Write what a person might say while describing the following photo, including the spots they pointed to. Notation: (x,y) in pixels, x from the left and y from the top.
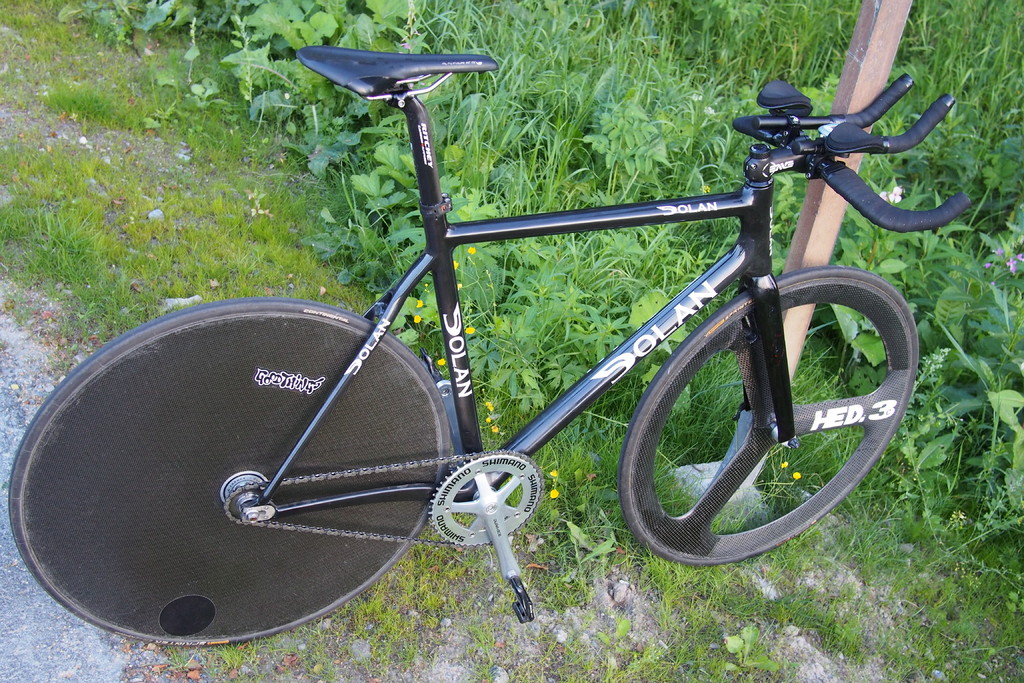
This picture is taken from the outside of the city. In this image, in the middle (363,363), we can see a bicycle (777,317), which is in black color. In the background (325,5), we can see some plants (261,4) and grass (529,84). At the bottom (494,566), we can see a grass (884,663) and a plant (1002,650).
